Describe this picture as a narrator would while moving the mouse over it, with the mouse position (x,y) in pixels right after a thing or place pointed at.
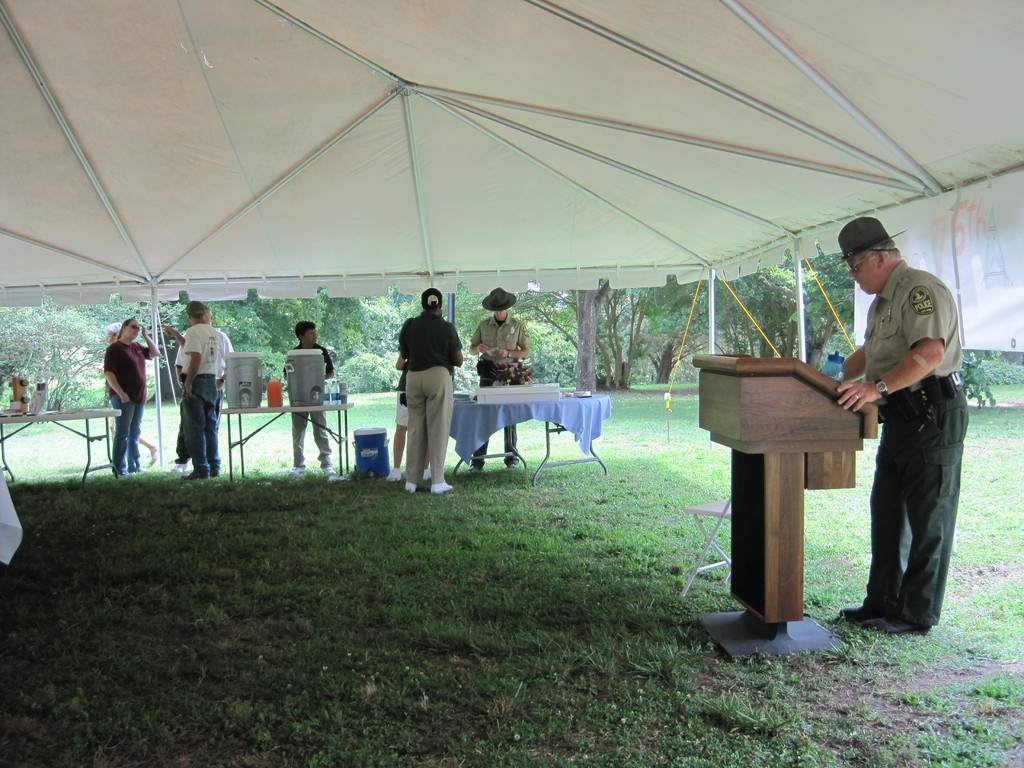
In this image I can see the group of people (415,393) standing. Among them one person (886,340) is wearing uniform (892,479) and he is standing in front of the podium (764,479). There are two drums (306,405) on the table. And these people (924,389) are under the tent (460,145) and I can also see some of the trees (773,325) outside.
